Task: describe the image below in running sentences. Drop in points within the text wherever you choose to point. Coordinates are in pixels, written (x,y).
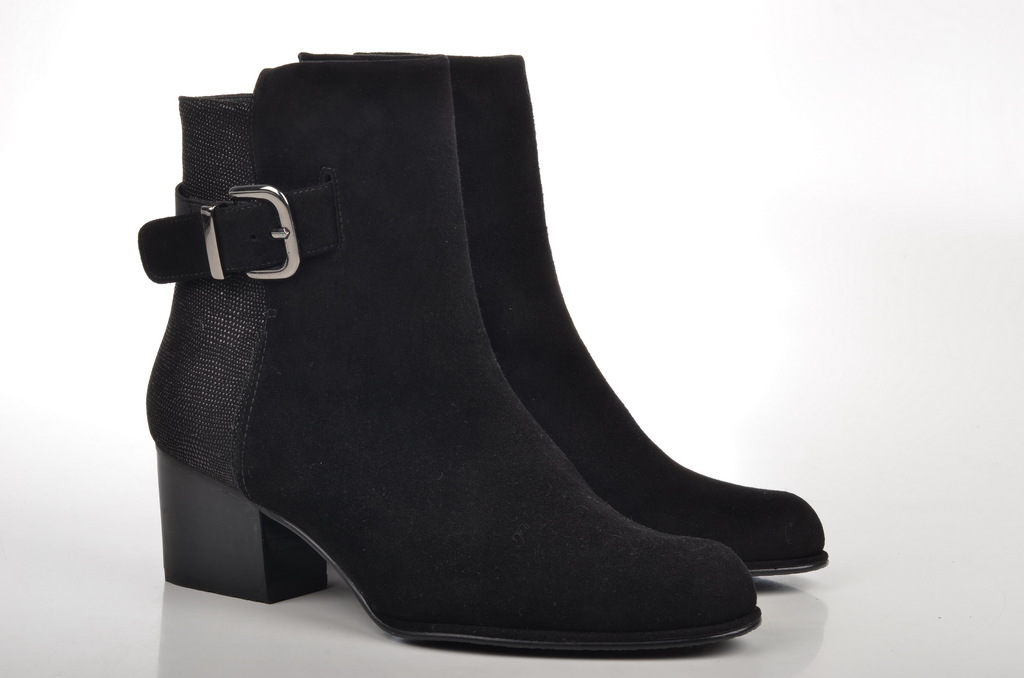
In this image I can see the pair of shoe (325,340) which are in black color. These are on the white color surface (160,646).
